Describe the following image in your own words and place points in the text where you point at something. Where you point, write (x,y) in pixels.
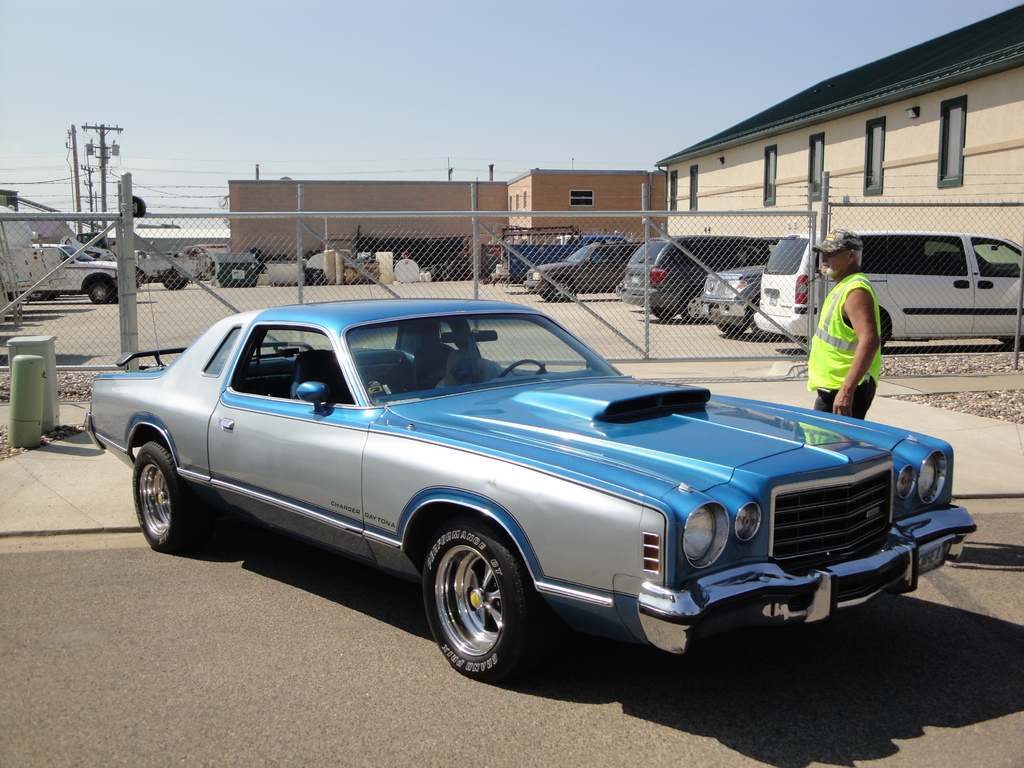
In this image there is the sky (419,60), there are poles (89,170), there are buildings (386,208), there is a building (886,146) towards the right of the image (868,157), there are windows (952,142), there are lights (914,113), there are vehicles (670,275), there are truncated vehicles (82,262) towards the left of the image (71,271), there are objects (326,270) on the ground (265,289), there is fencing (221,300), there is a person (827,274) standing, there is a car (638,405), there is a road (353,667).
